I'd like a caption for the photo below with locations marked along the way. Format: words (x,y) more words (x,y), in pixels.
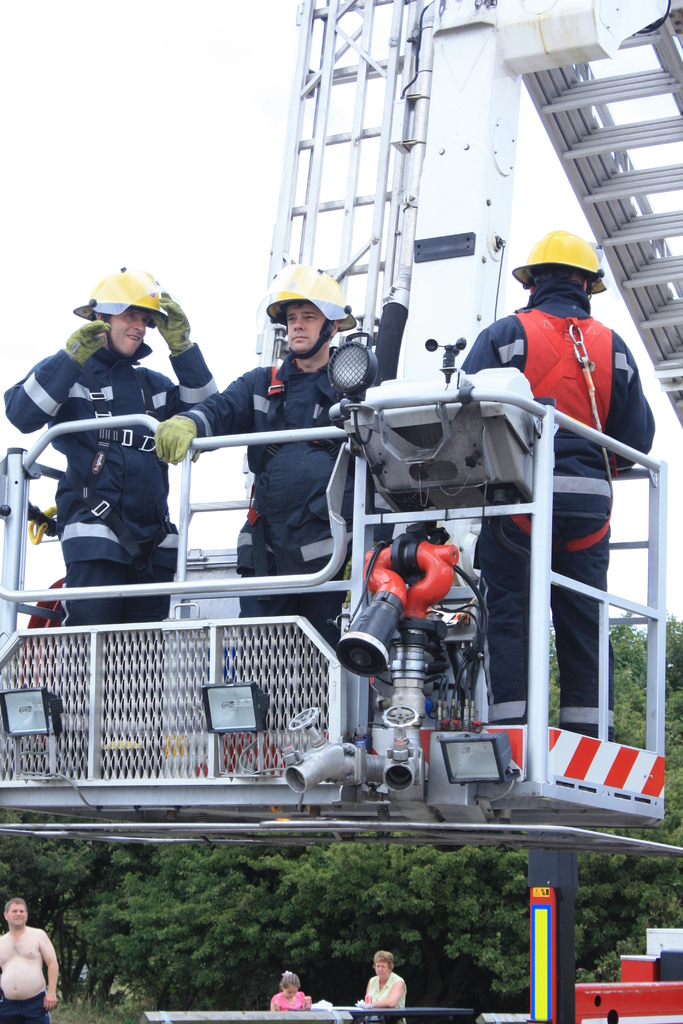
In this image there are three persons (528,544) are standing on the crane board (358,545) as we can see in middle of this image (392,487) and there is a crane board (423,126) which is in white color and there are some trees (222,920) at bottom of this image (405,860) and there are two persons (378,964) are sitting at bottom of this image (281,992) and the person (31,980) is at bottom left corner of this image (48,961), and there is a sky (122,98) at top of this image (140,103).
